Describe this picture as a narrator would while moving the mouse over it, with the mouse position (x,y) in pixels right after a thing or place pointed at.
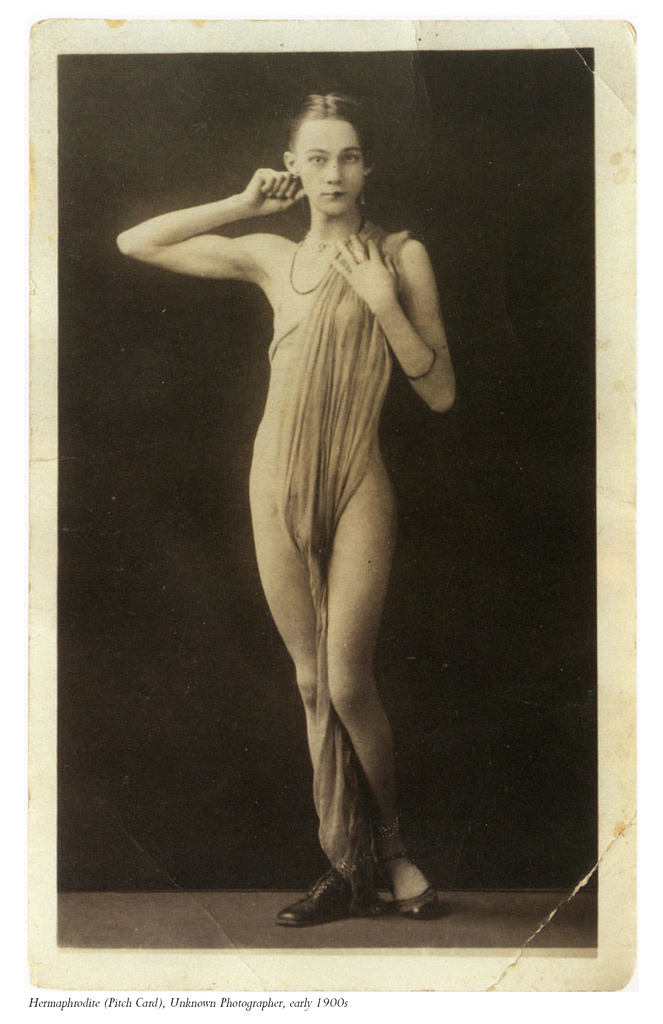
In this picture there is a girl (353,840) in the center of the image (289,575).
